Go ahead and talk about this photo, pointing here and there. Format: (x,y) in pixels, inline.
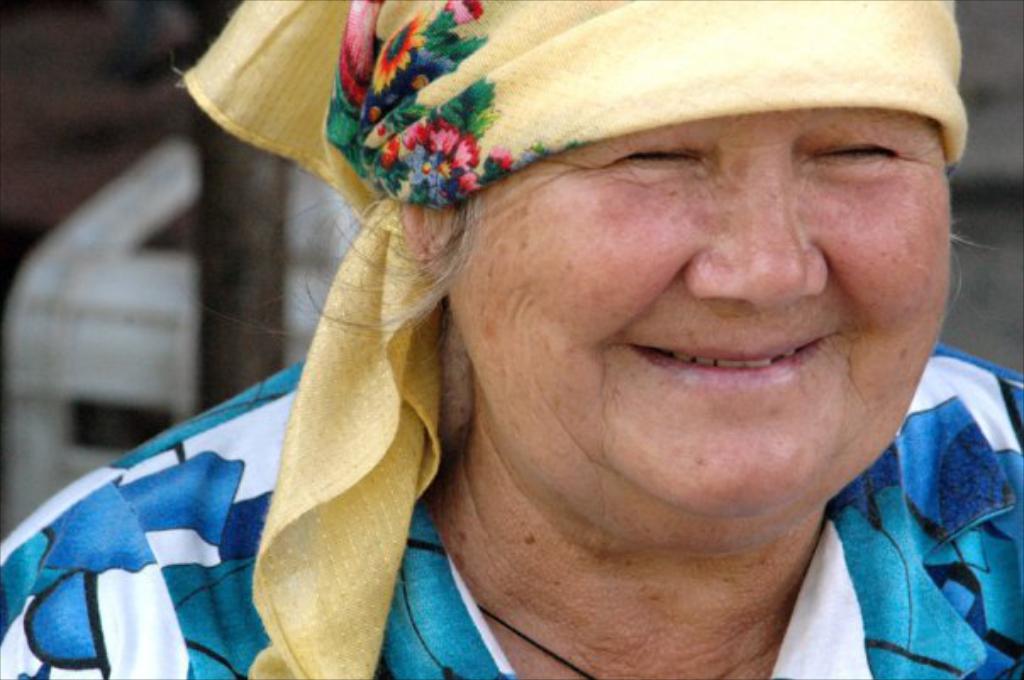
In this image there is a old lady (513,674) smiling with yellow scarf (283,493) on head (576,489) and wearing blue and white shirt (150,672).
